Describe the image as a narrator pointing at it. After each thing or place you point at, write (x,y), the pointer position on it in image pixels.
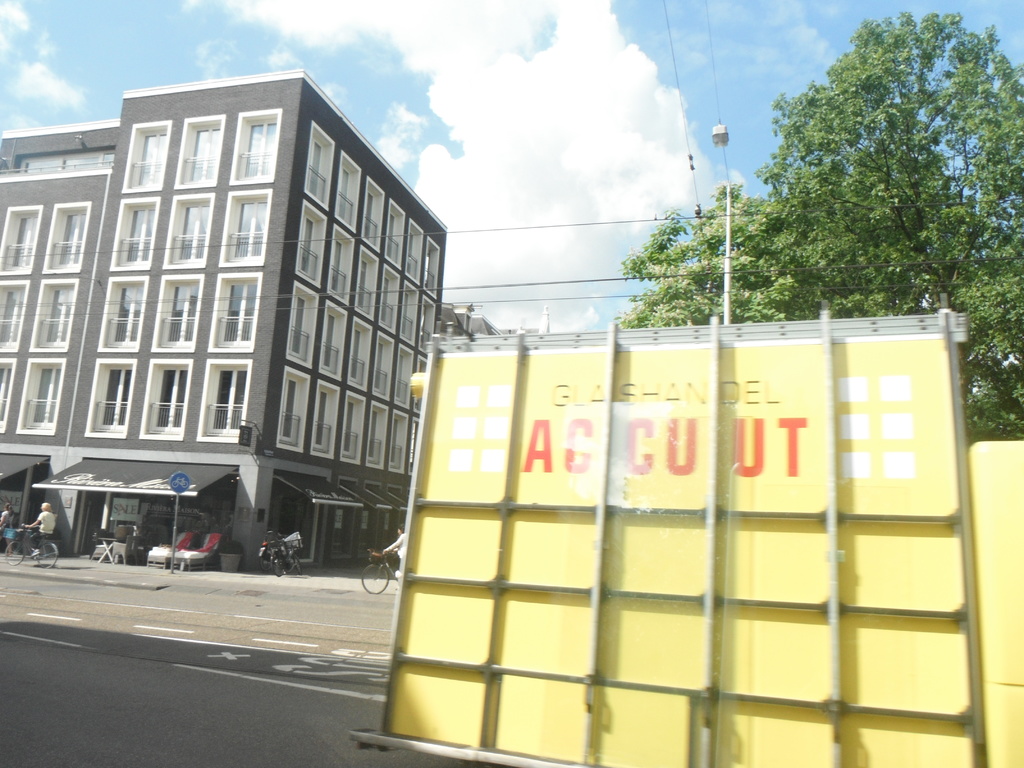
In this picture, it seems like a vehicle (710,532) in the foreground area of the image (633,514), there are people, stalls (314,538), buildings (300,346), trees (745,201) and the sky (630,153) in the background (514,183).
